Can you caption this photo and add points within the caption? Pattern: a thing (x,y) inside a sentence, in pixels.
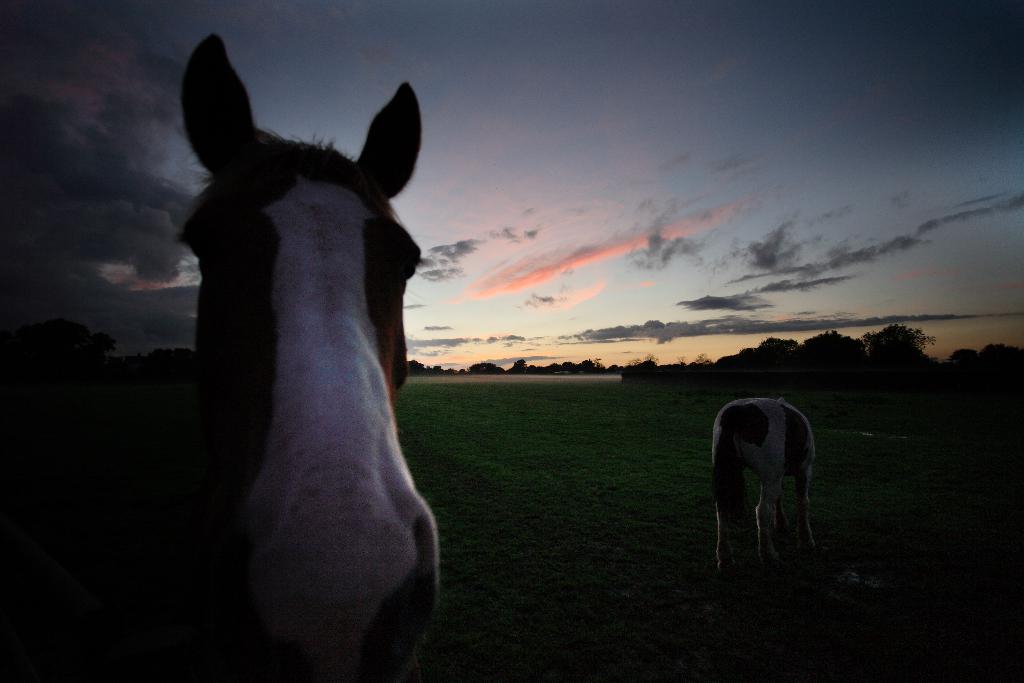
This image is taken outdoors. At the top of the image (603,212) there is the sky (653,183) with clouds (148,175). At the bottom of the image (594,550) there is a ground (569,587) with grass (557,546) on it. In the background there are many trees (768,358) and plants (800,352). In the middle of the image (372,422) there are two horses (351,364) on the ground (155,536).
